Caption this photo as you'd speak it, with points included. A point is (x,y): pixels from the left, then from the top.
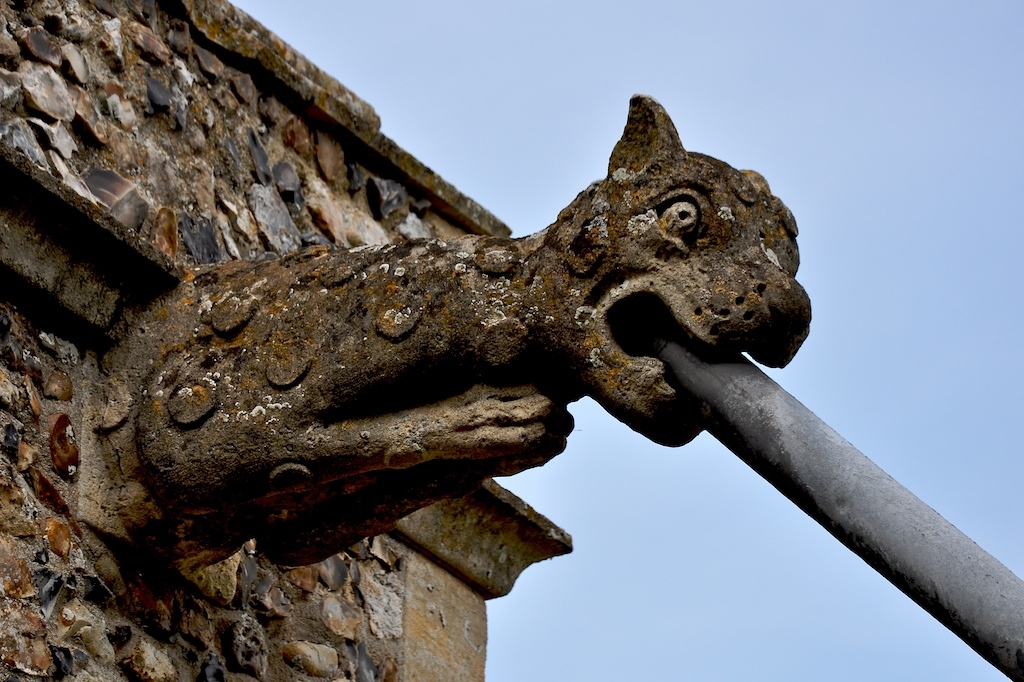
In the picture I can see a sculpture (405,392) of an animal (380,417) where we can see a pipe (941,537) in its mouth (670,297) is fixed to the stone wall (310,584). In the background (776,47), I can see the blue sky (687,474).
